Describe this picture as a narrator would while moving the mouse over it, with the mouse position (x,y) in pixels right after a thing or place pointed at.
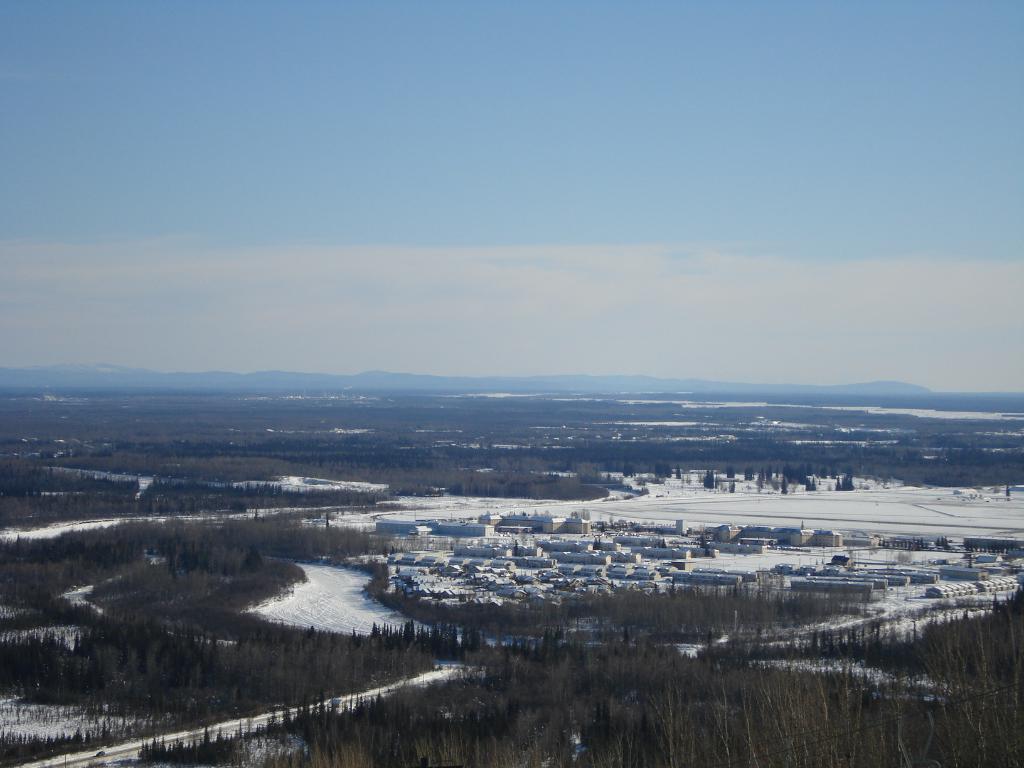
This picture is clicked outside the city (767,531). In the foreground (319,668) we can see the trees (674,719). In the center (676,488) there is a lot of snow (338,576) and we can see the buildings (722,527) and houses (901,580). In the background (454,248) there is a sky (661,253) and some other items (358,393).
